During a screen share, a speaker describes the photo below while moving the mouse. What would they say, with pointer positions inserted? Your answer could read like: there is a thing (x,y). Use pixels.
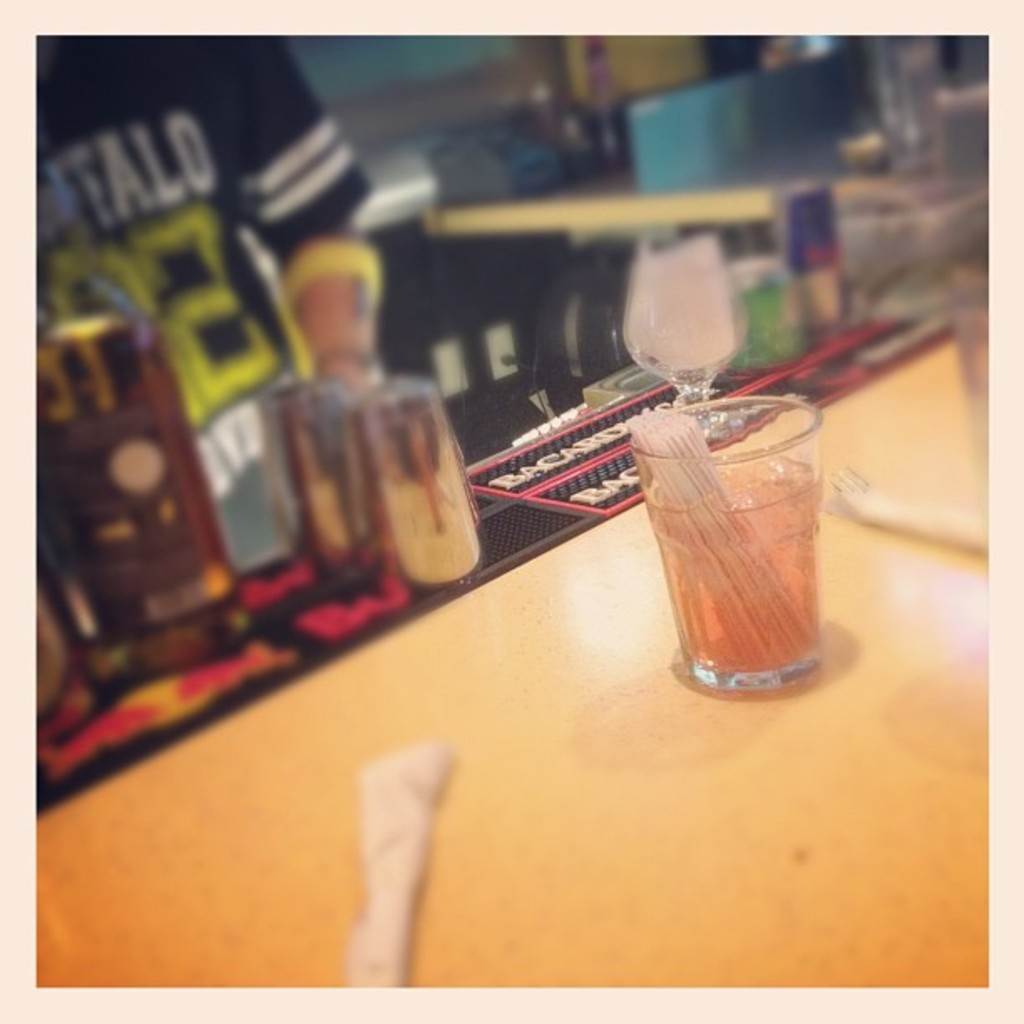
In the image we can see the glass (762,568), in the glass (794,483) there is a liquid (787,576). Here we can see wooden surface (554,791) and a person (161,287) wearing clothes (210,312). Here we can see wine glass (727,357) and the background (499,219) is blurred.
